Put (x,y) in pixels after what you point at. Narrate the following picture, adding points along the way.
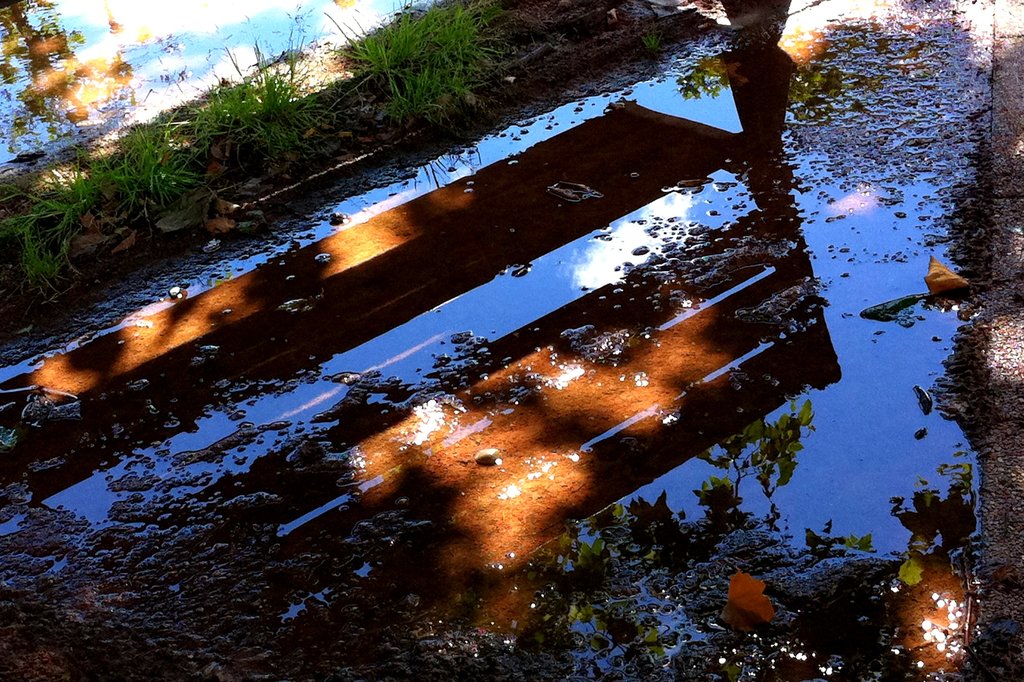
In this picture I can see water (502,319) and grass (289,88). From the water reflection (644,386) I can see sky (839,397).
